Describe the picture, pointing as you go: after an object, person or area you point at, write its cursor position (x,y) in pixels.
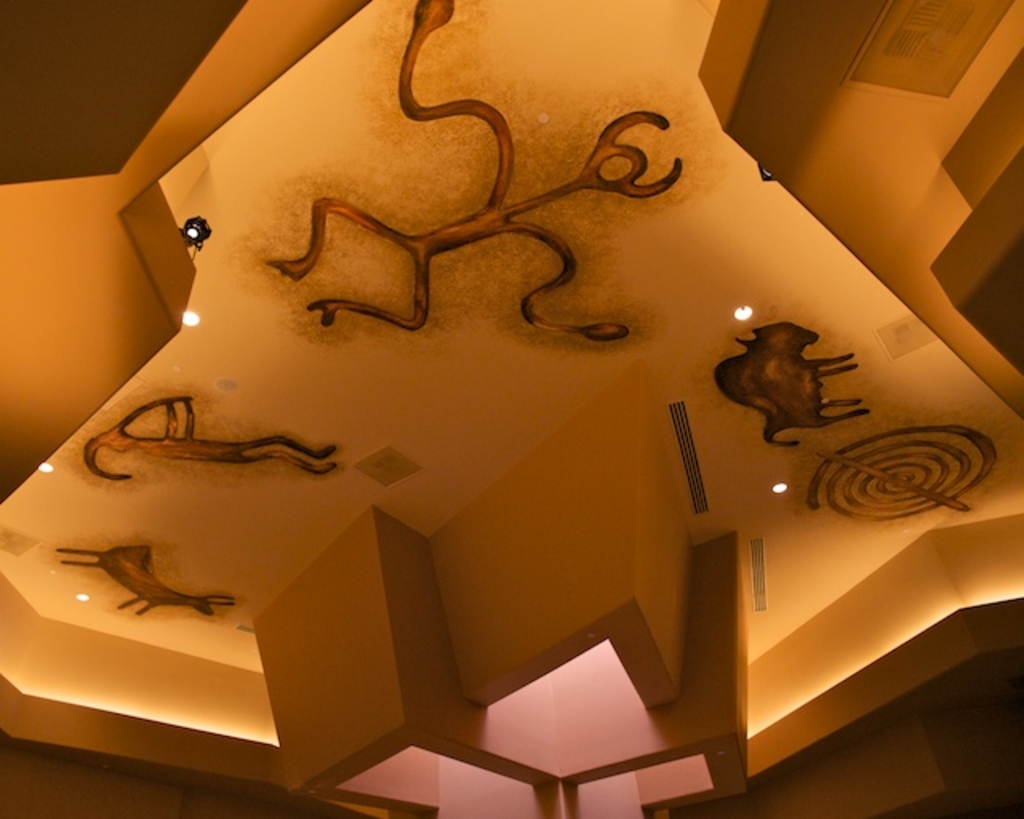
In this picture we can see the designer ceiling (530,580), lights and air ducts (760,561).
